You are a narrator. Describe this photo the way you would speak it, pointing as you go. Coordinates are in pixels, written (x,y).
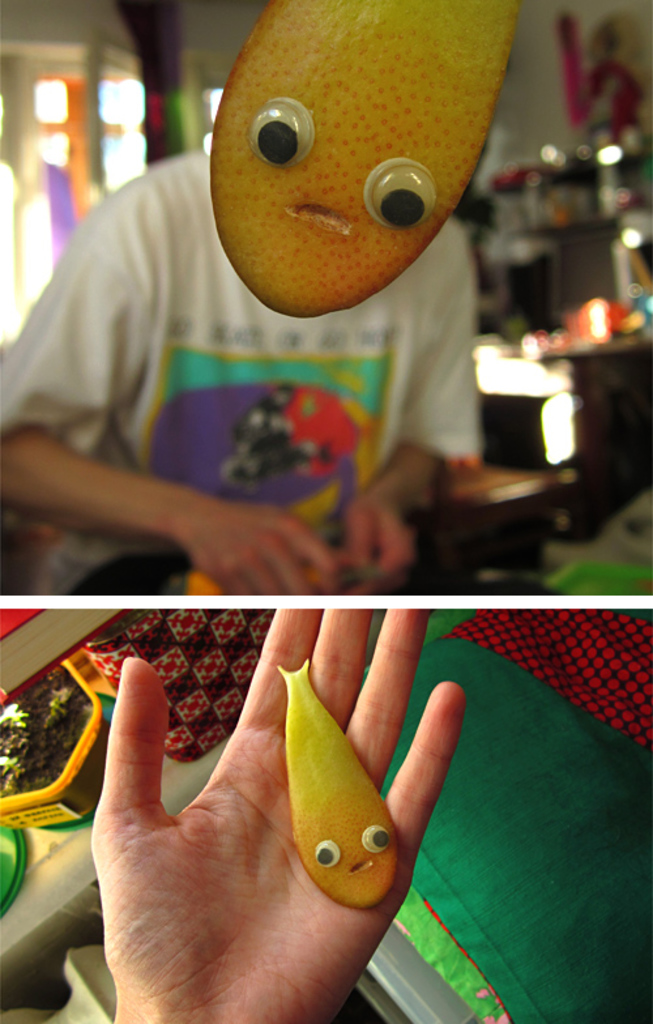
In this image I can see a person (376,433) wearing white color shirt (381,393) and yellow color peel (429,129). I can also see a person hand (203,843) holding a peel (379,858), background (537,211) I can see few bottle (605,178) on the table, windows (103,95) and the wall (93,36) is in white color.
